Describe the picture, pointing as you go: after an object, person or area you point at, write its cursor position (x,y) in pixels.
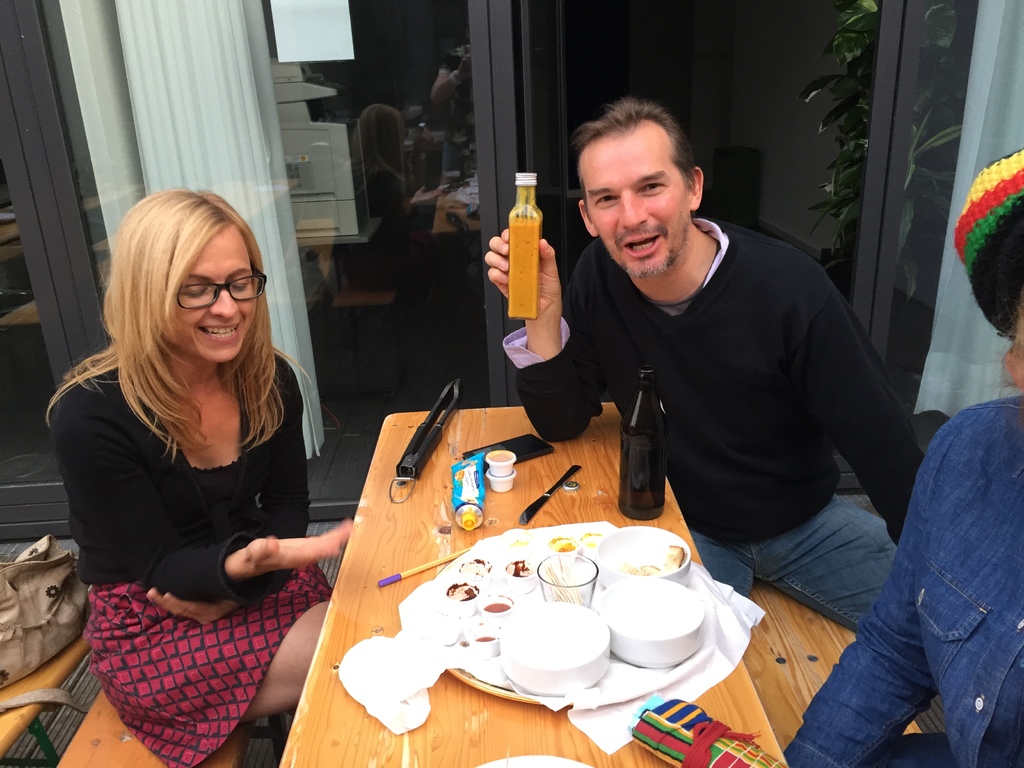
in this image i can see a table (554,745). on that, there is a plate (599,620), bowl (599,612), glass (590,581) and stationery (494,448). at the right (873,417) there are two people (907,472) sitting on the bench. the person (803,461) at the back (737,336) is wearing black t shirt (697,311) and holding a bottle (531,261). the person (246,234) at the left (170,529) is wearing a skirt (164,628) and a black t shirt (114,485). behind them there is a window (318,108) and a white color curtain (197,124).
